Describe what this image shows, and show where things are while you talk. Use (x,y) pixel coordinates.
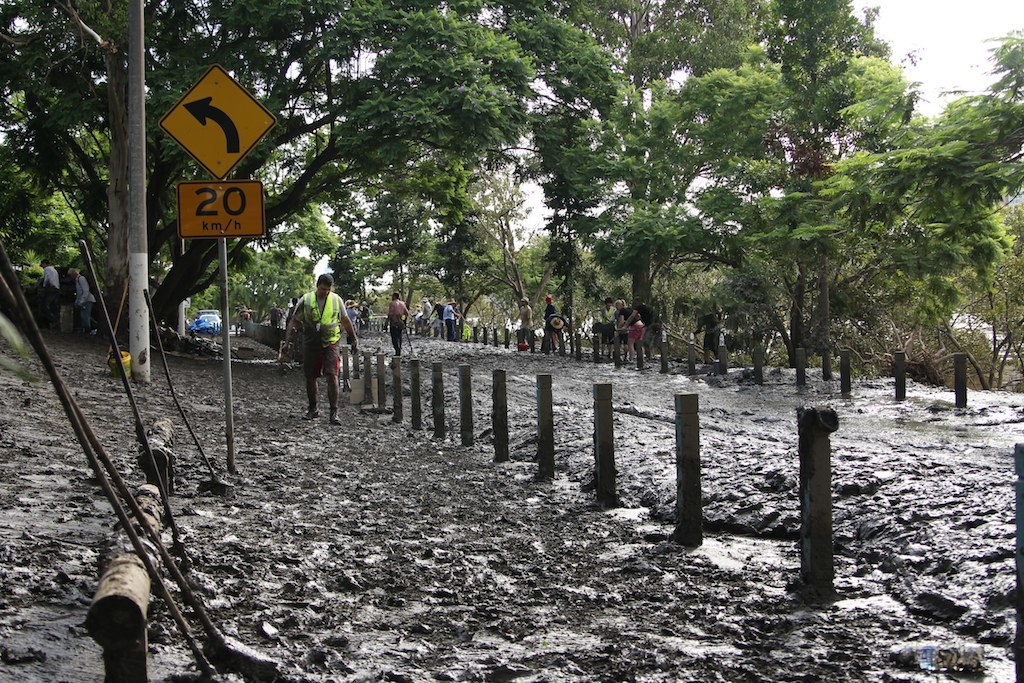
In this image we can see a sign board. In the background of the image (521,264) there are trees (778,171). At the bottom of the image (455,559) there is mud (423,519). There are people (389,320) walking.
